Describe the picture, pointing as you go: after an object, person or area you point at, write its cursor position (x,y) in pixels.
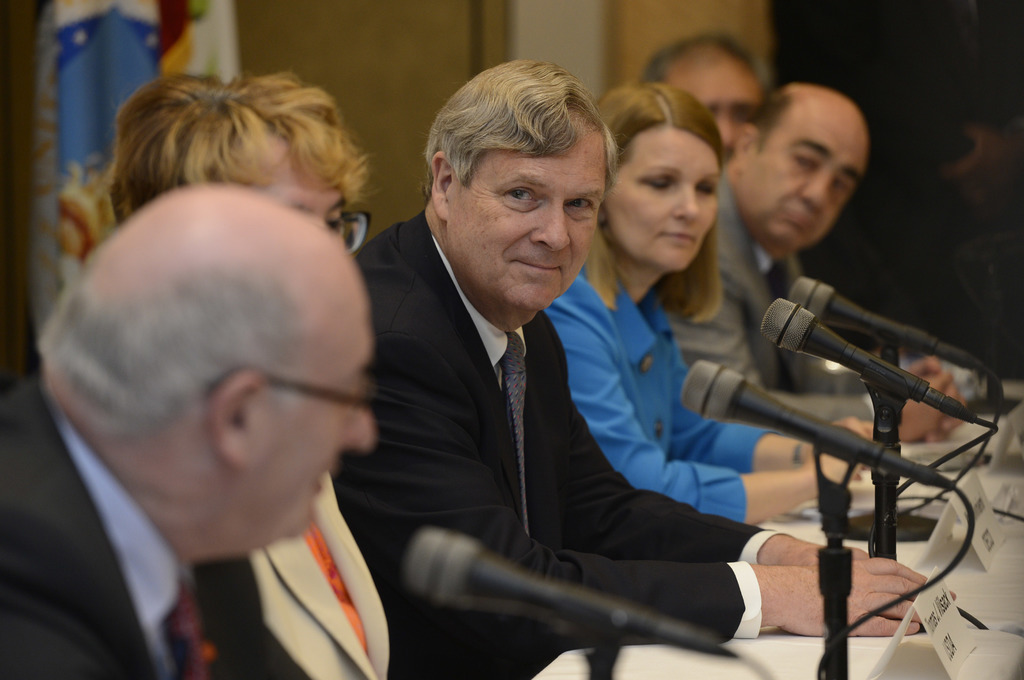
In this image I can see few people (563,369) are in front of the mic (845,439) and there are boards (926,594) on the table (655,666).
